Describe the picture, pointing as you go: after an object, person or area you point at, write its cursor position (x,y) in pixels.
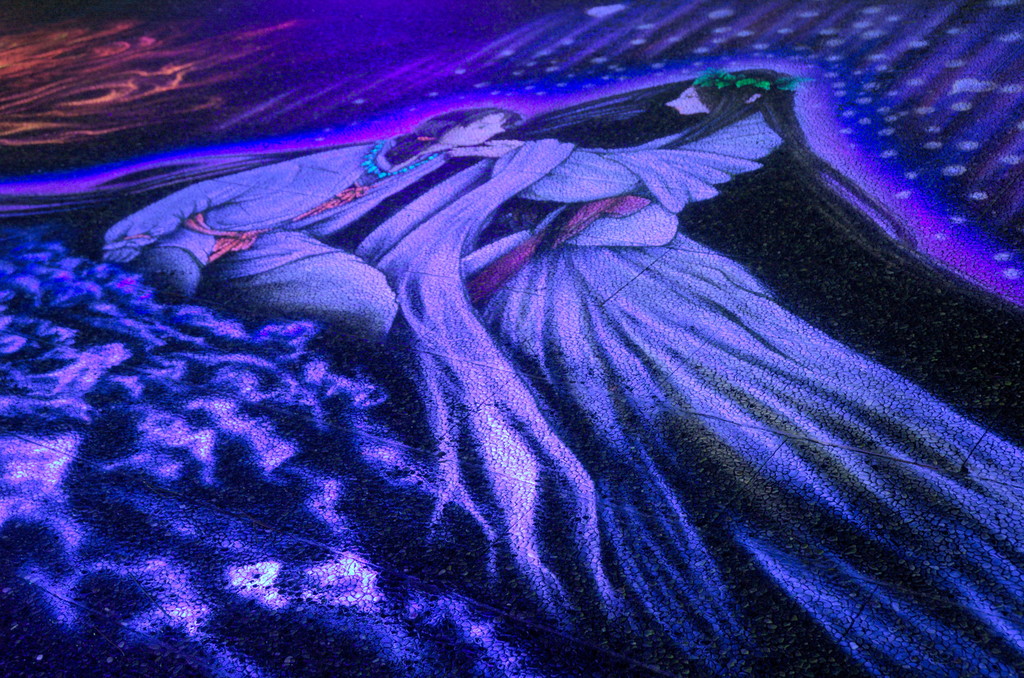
In this image there is a painting (452,377) of two people (540,391).
